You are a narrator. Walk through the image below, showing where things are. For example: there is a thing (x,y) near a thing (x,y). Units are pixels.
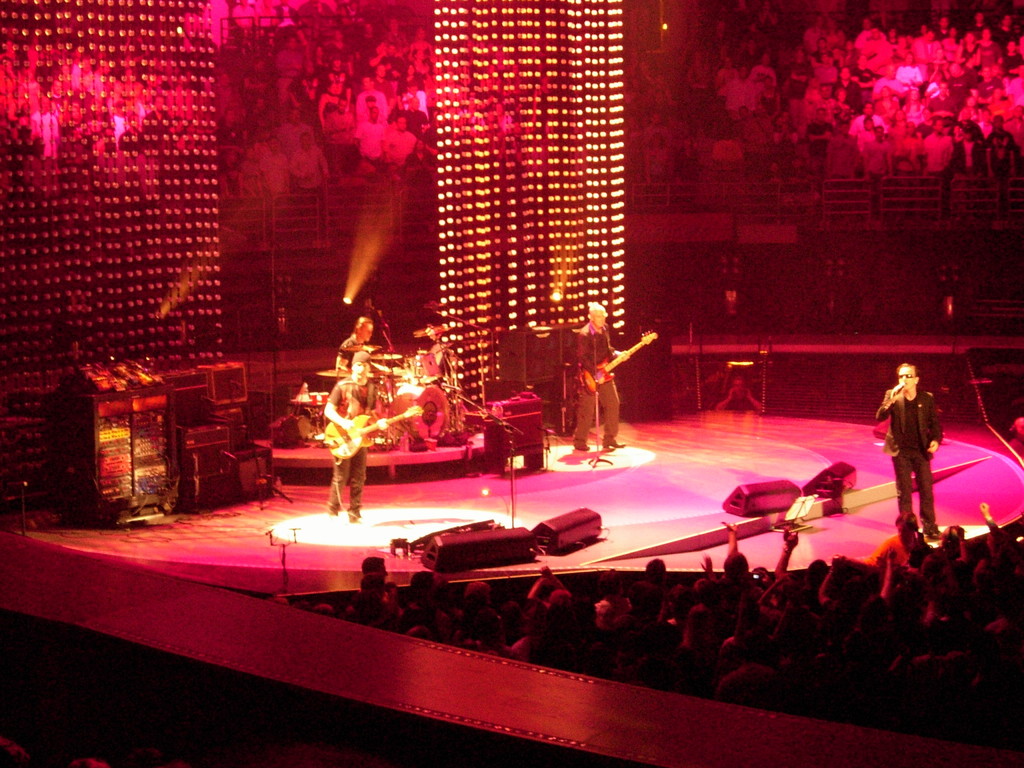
This is an image clicked in the dark. In the middle of the image (341,398) there are few people (353,378) standing on the stage (422,521) and playing the musical instruments (357,436). On the right side (914,454) there is a man (910,453) holding a mike (895,390) in the hand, standing and singing. At the bottom (642,634), I can see a crowd of people (671,665) facing towards the stage (752,528). In the background (498,270) there are many lights (439,191). At the top of the image (250,106) I can see a crowd of people (423,101).
